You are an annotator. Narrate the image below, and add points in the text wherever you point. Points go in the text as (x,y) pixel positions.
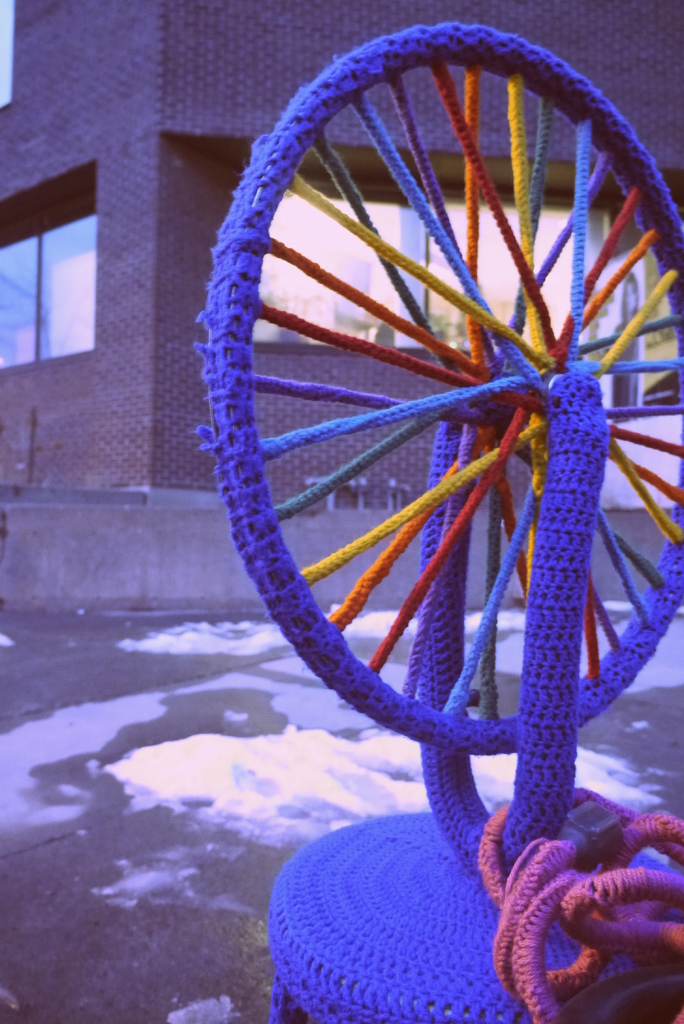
In this image we can see a wheel (359,100) covered with the different colors of thread (463,119), in the background (160,107) there is a building (259,393).
